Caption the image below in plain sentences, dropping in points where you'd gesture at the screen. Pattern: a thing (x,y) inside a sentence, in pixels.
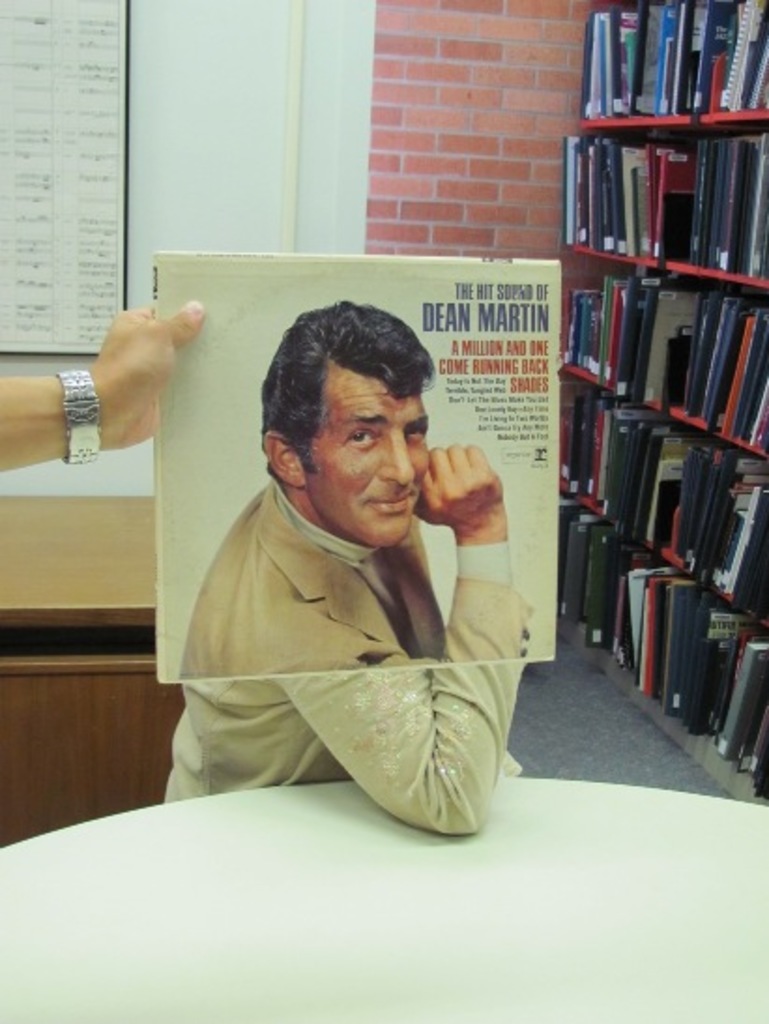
This picture looks like it is taken in a library (606,142). In the foreground of the picture (481,846) there is a table (401,878). To the left (116,357) there is a hand (116,357). In the middle of the picture (456,376) there is a poster (399,361) of a man (310,565) seated. To the right (665,230) there is a closet (721,119) and books (709,74). To the top left (90,204) there is a board (119,138). In the background (472,142) there is a brick wall (428,83). On the left (41,589) there is a desk (97,579).
